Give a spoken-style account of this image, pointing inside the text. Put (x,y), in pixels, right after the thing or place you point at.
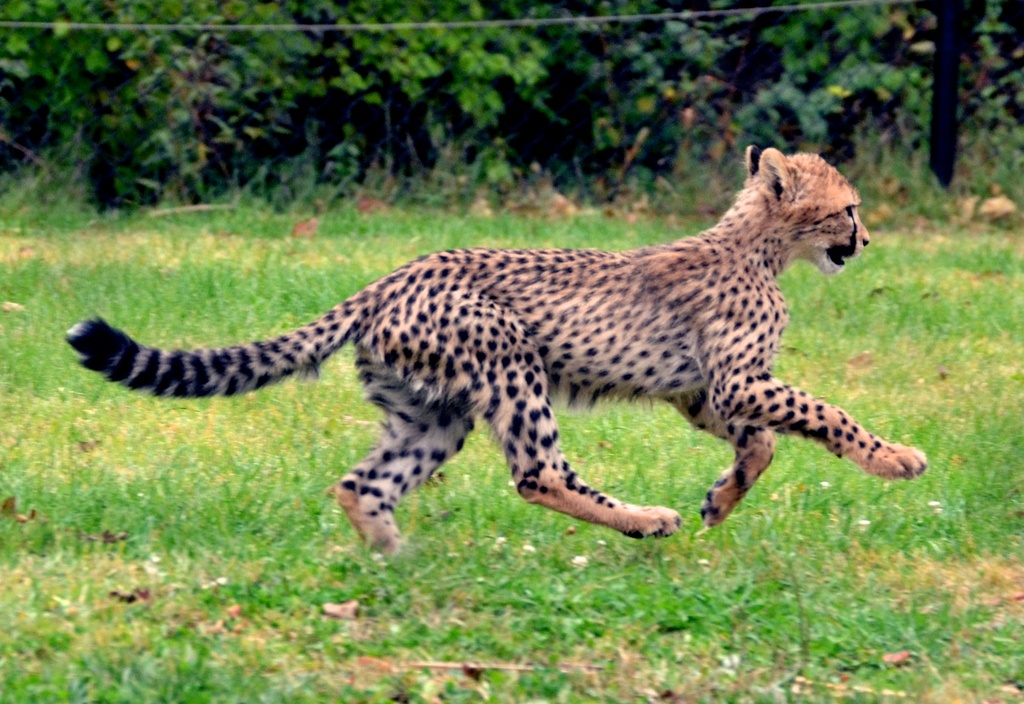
There is a cheetah (381,367) running on the grass (531,627). In the background (585,93) there are trees (763,93).
